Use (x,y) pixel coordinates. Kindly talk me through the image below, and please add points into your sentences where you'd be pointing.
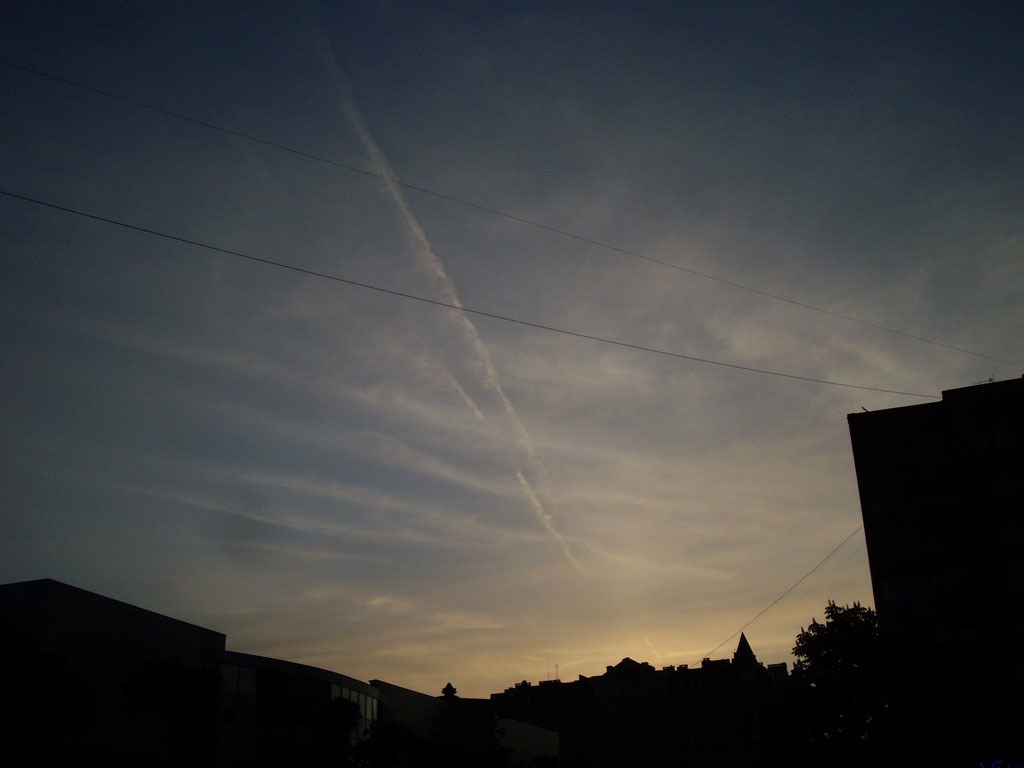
In this image we can see sky (481,354) with clouds (429,366). Also there are trees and buildings (313,706). And the image is looking dark.
